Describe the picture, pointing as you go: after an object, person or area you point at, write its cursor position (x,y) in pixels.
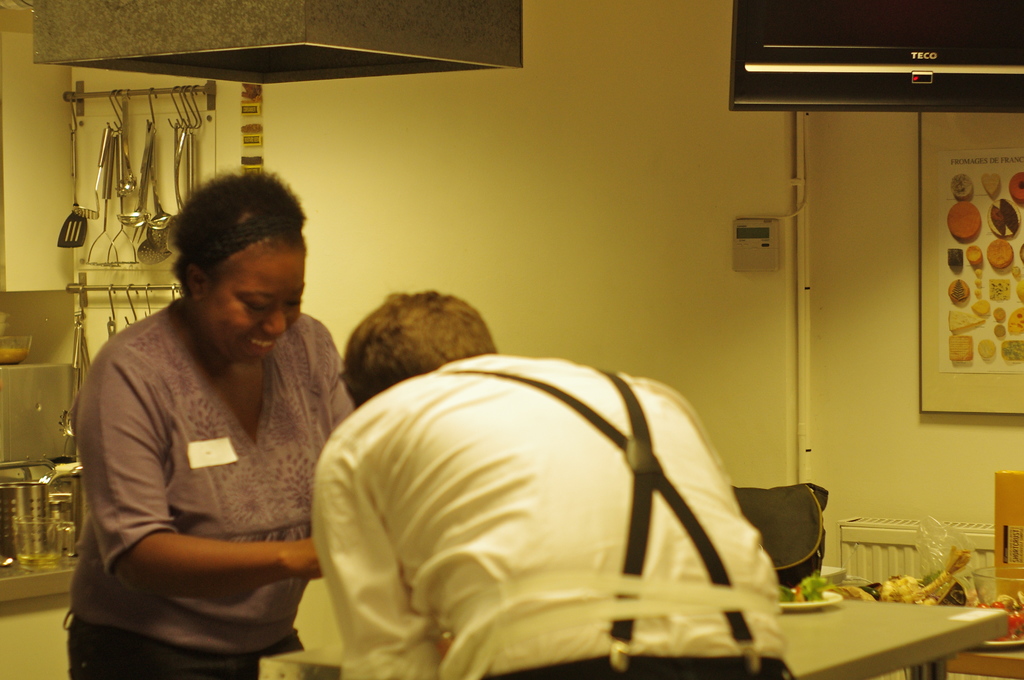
This image is clicked inside a room (691,179). In this image there are two persons (142,430). In the middle (411,448) there is a man (614,446) standing. He is wearing white shirt (436,506). To the left (312,445) there is a woman (121,496), wearing a purple color shirt (154,481). In the background (118,265), there is a wall (229,144) to which the spoons (106,150) are hanged. To the right (973,281), there is a TV (949,98) and poster (978,307).
